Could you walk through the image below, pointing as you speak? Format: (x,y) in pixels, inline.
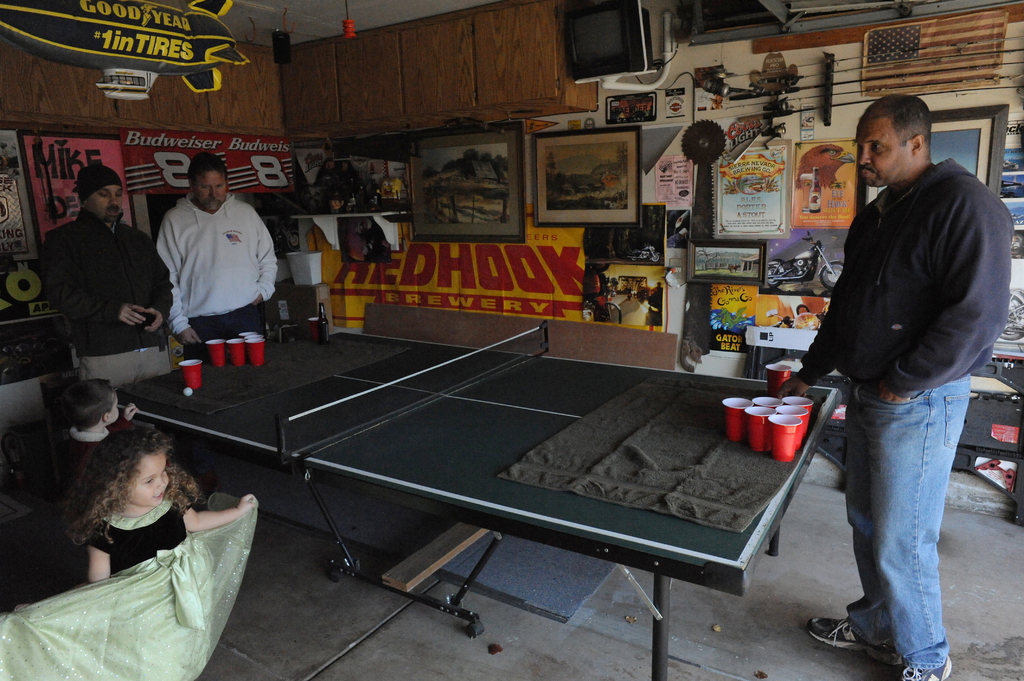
In this picture there are three people (879,276) standing around the table (390,434) on which there are some glasses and beside the table (366,435) there are two children (111,412) and on the back wall (1012,60) there are frames (501,210) and a screen (574,30).
